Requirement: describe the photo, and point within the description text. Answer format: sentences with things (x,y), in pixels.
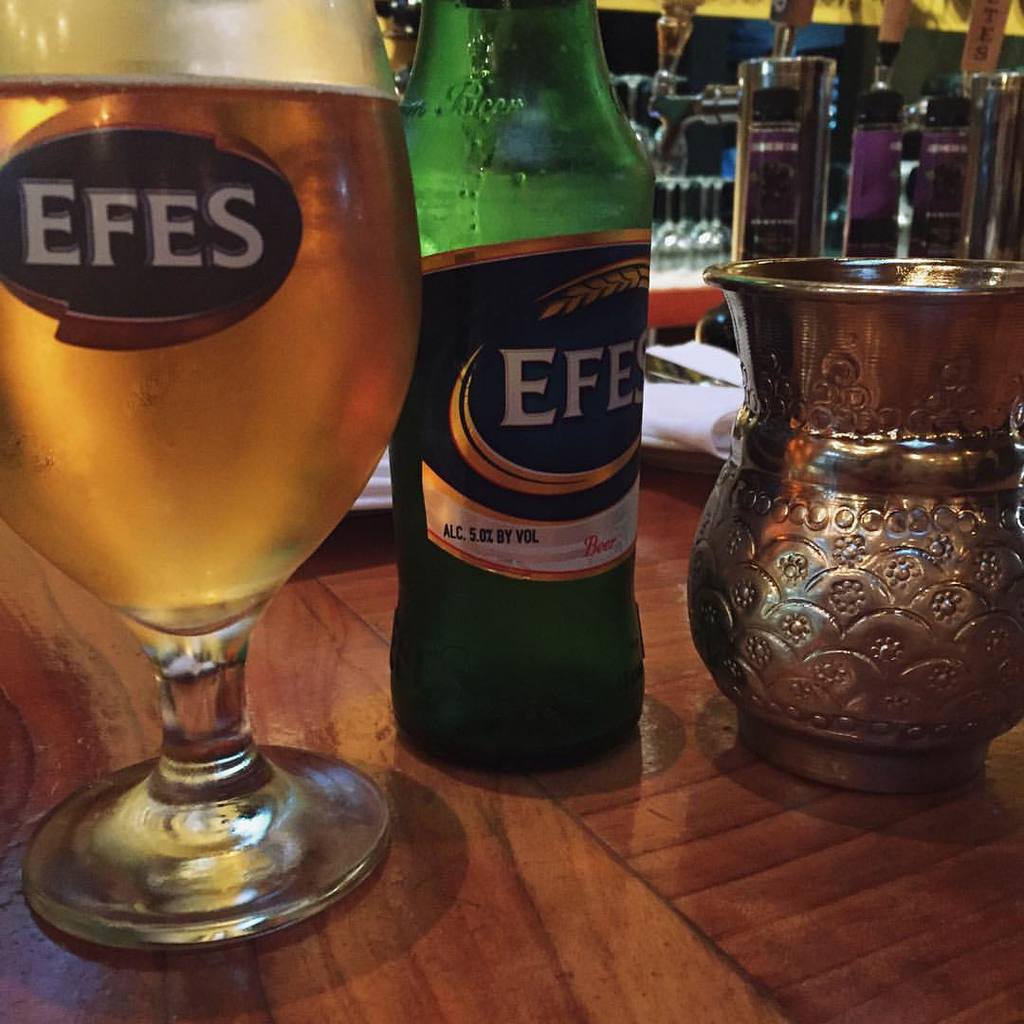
In this image i can see a bottle (515,520), glass (307,496) and a jug (807,469).
